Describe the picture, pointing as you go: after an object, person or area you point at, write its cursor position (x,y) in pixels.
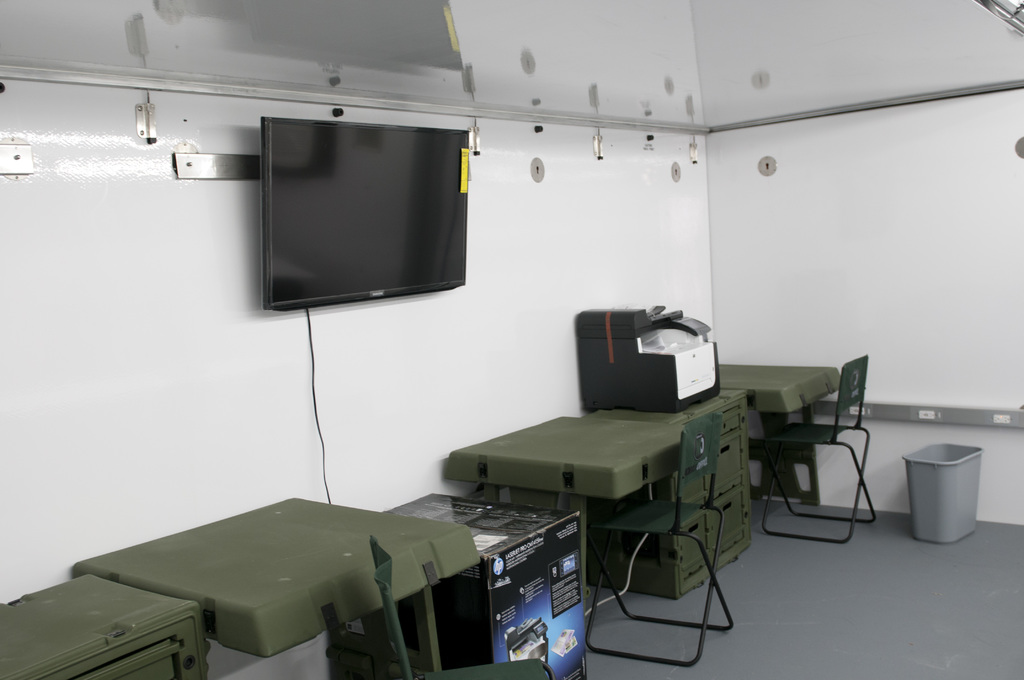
In this image we can see tables (331,524), chairs (847,405), printer (670,331), bin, television (405,265) on the wall (330,319) and other objects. At the top of the image (215,14) there is the ceiling (637,76) with some reflections (370,67). At the bottom of the image (833,629) there is the floor (751,645).
